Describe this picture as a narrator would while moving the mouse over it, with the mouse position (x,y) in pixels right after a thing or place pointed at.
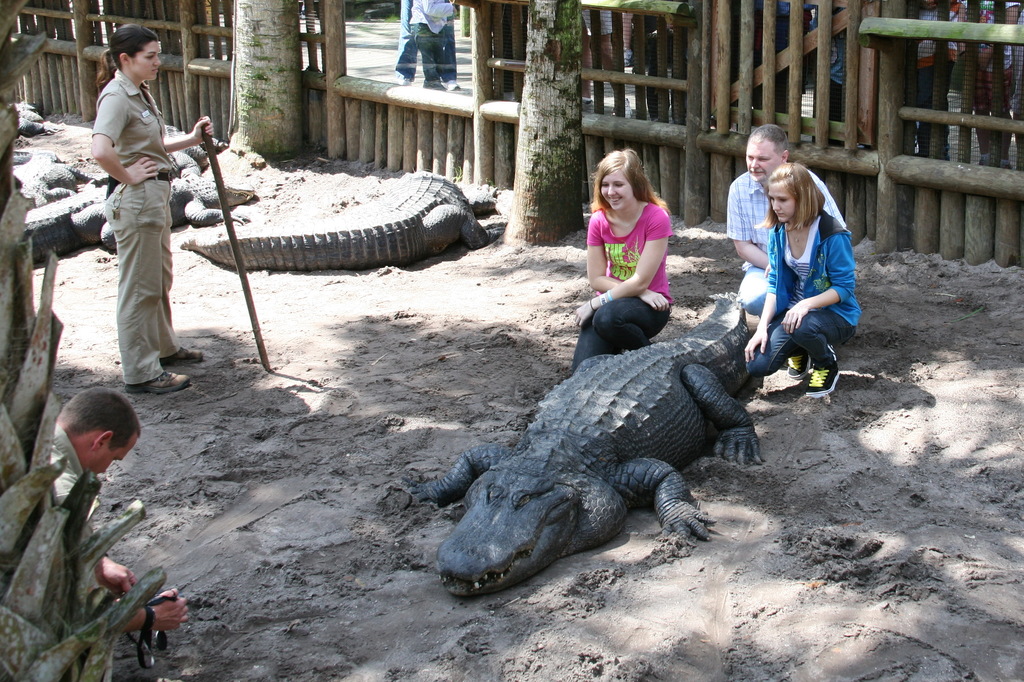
In this picture we can see some crocodiles (580,525) are on the sand (625,531), few people (784,224) are sitting beside and taking picture, one woman (157,218) is standing and holding stick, around we can see wooden fencing (660,129).
